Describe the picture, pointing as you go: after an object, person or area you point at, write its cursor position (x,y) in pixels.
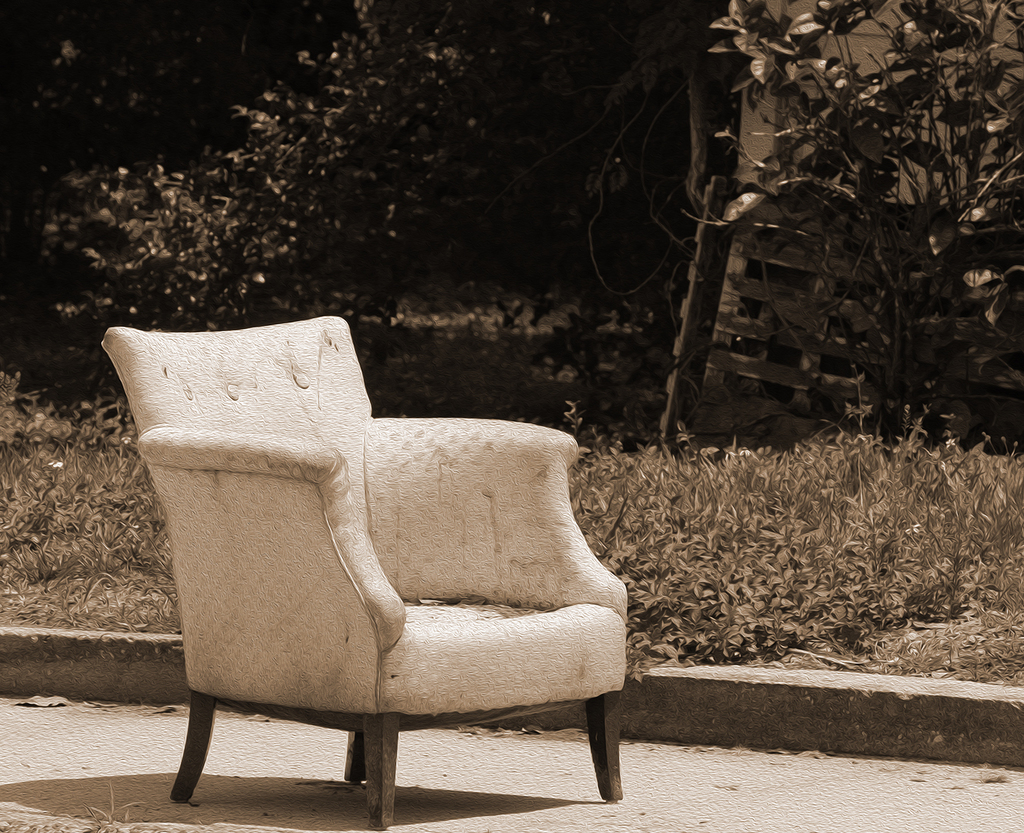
In this image we can see a chair (335,484) and trees (544,114).
